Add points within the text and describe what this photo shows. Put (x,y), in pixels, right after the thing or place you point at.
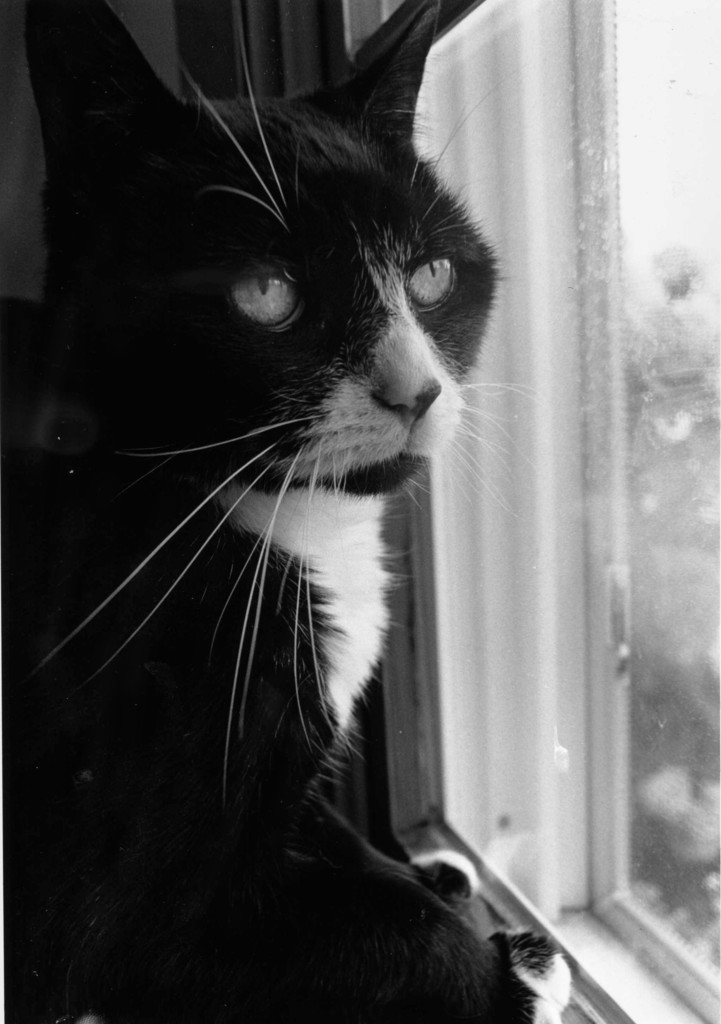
In the center of the image (311,555) we can see a cat (271,760), which is in a black and white color. In the background (613,658), there is a wall (11,67) and a window (610,729).
